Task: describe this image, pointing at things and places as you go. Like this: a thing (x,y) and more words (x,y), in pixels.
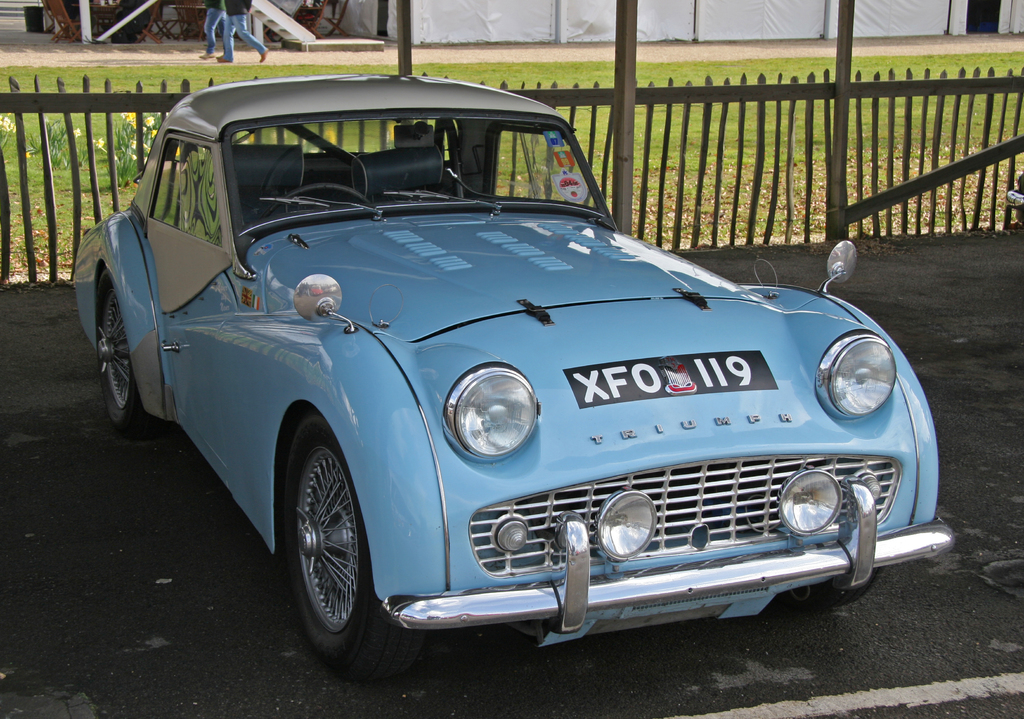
In this image we can see there is a light blue color Car (132,221) parked and at the top left hand corner (261,61) some people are walking.
